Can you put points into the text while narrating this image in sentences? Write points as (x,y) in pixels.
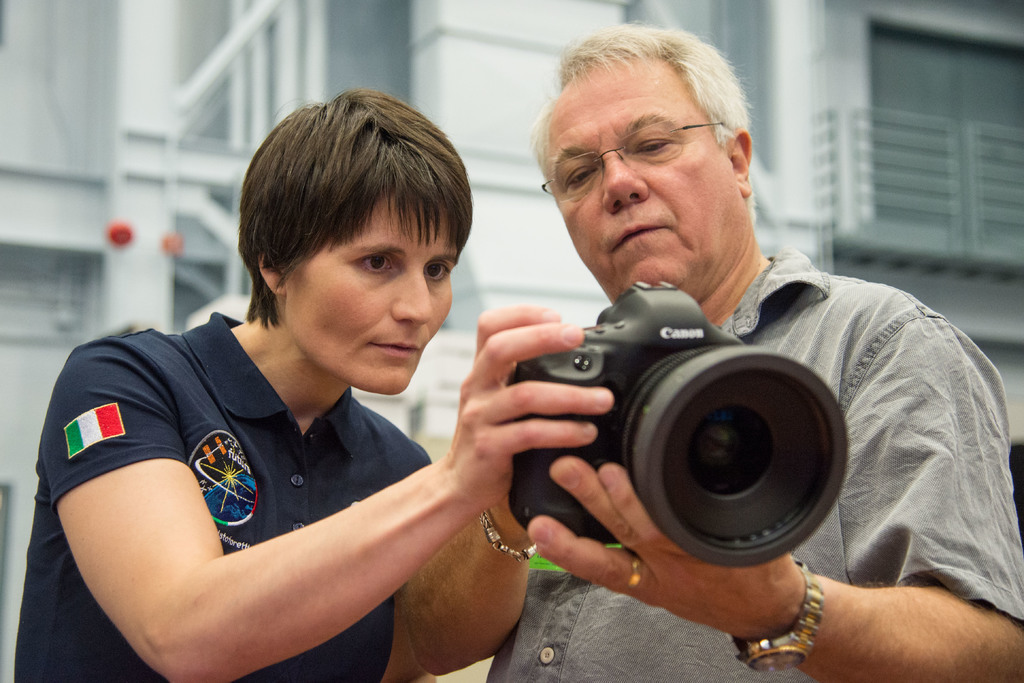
In this image there is a person (759,251) with grey shirt (929,441) is holding camera (768,530) with his both hands (686,602) and there is another person (101,457) with blue shirt (251,407), she is holding camera (612,362) with her right hand (587,412) and looking into the camera (639,387). At the back (200,174) there is a building (406,58).
